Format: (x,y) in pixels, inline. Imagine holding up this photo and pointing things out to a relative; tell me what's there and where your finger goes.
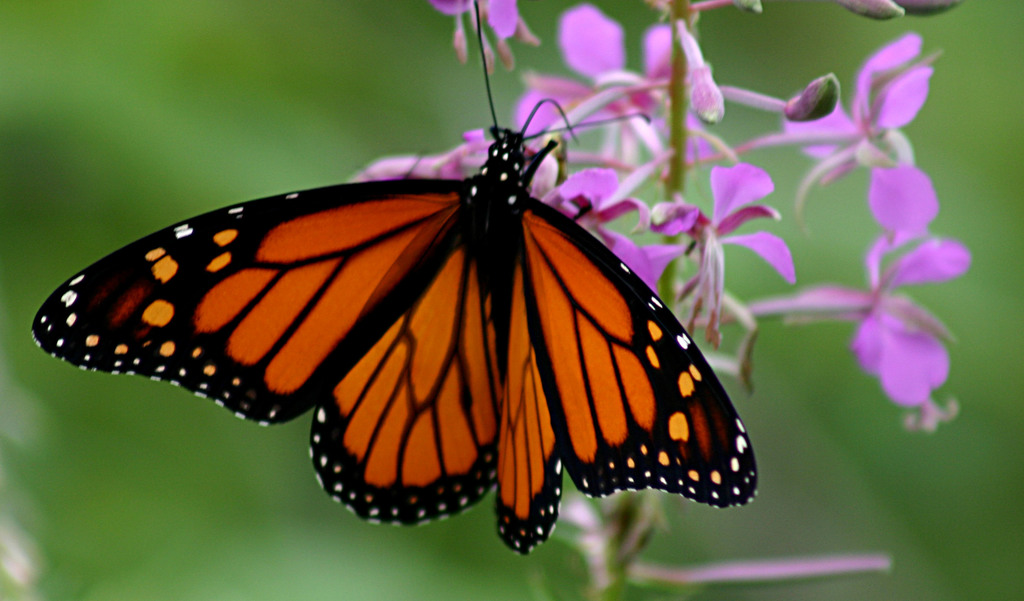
In this picture there is a butterfly (633,368) standing on the plant (646,144) and there are pink color flowers (875,210) on the plant (576,116). At the back (270,160) the image is blurry and the butterfly (330,363) is in orange, black and white color.
